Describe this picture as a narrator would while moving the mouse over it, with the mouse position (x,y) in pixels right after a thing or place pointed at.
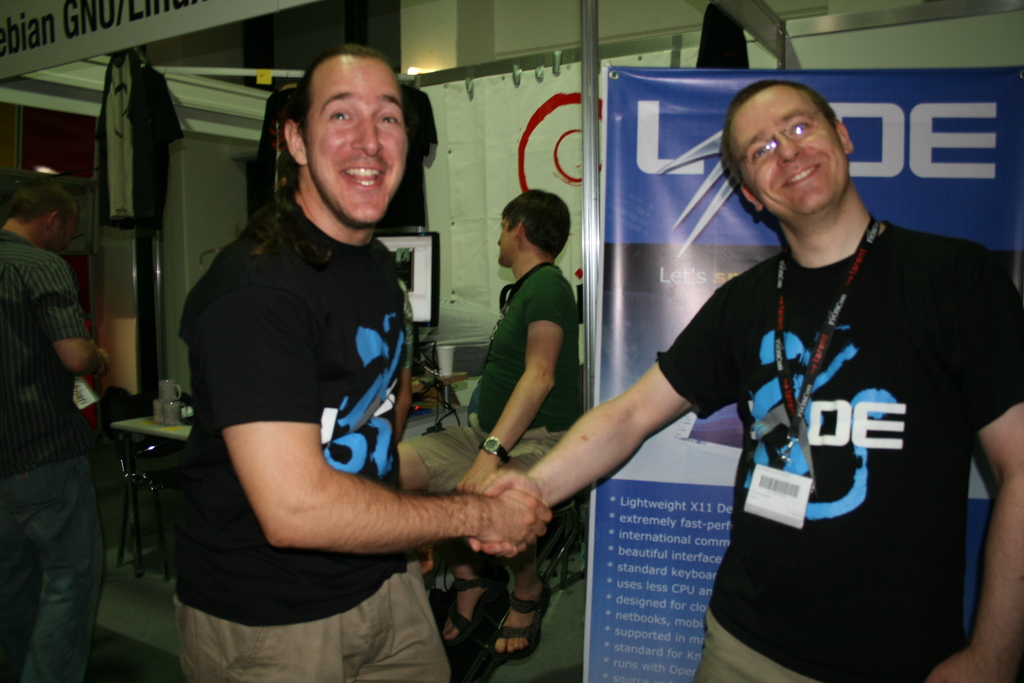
In this picture we can see four men (739,501) where three (197,491) are standing on the floor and a man (512,301) sitting on a chair (561,538), cups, glass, monitor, banner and in the background (443,249) we can see rods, cloth (118,155).
